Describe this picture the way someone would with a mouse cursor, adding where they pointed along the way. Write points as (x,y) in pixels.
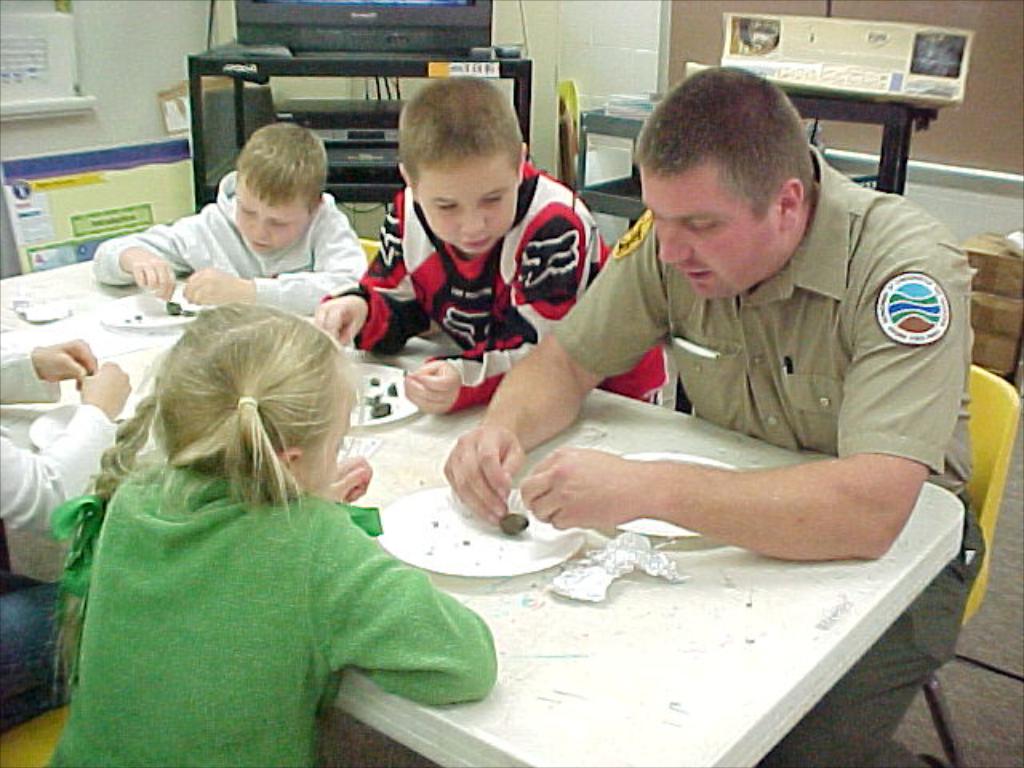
In this image we can see five persons (405,280) sitting on chairs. In the middle (411,486) we can see few objects (651,525) on a table (436,472). Behind the persons (723,160) we can see tables (509,64) and few objects (350,44). On the tables (242,116) we can see few objects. In the top left (30,41), we can see an object (22,59) on the wall (17,151) and a board (45,177) with text (51,185).
